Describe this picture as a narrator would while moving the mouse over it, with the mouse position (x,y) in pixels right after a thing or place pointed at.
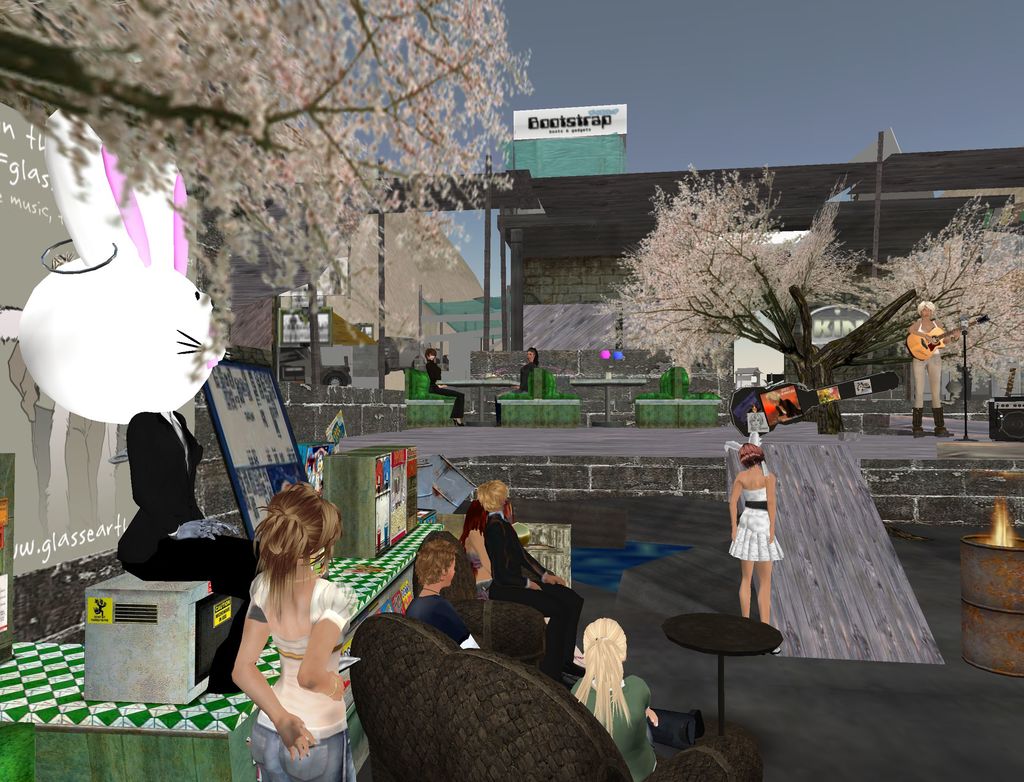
This is an animated picture. In this image, we can see people (515,589), boards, trees (956,311), tables (198,725), chairs (470,709), banners (108,539), rods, stage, sheds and few objects (999,520). Top of the image (780,58), there is the sky (841,99). On the right side of the image (924,363), we can see a person (935,394) holding a guitar (935,328).
